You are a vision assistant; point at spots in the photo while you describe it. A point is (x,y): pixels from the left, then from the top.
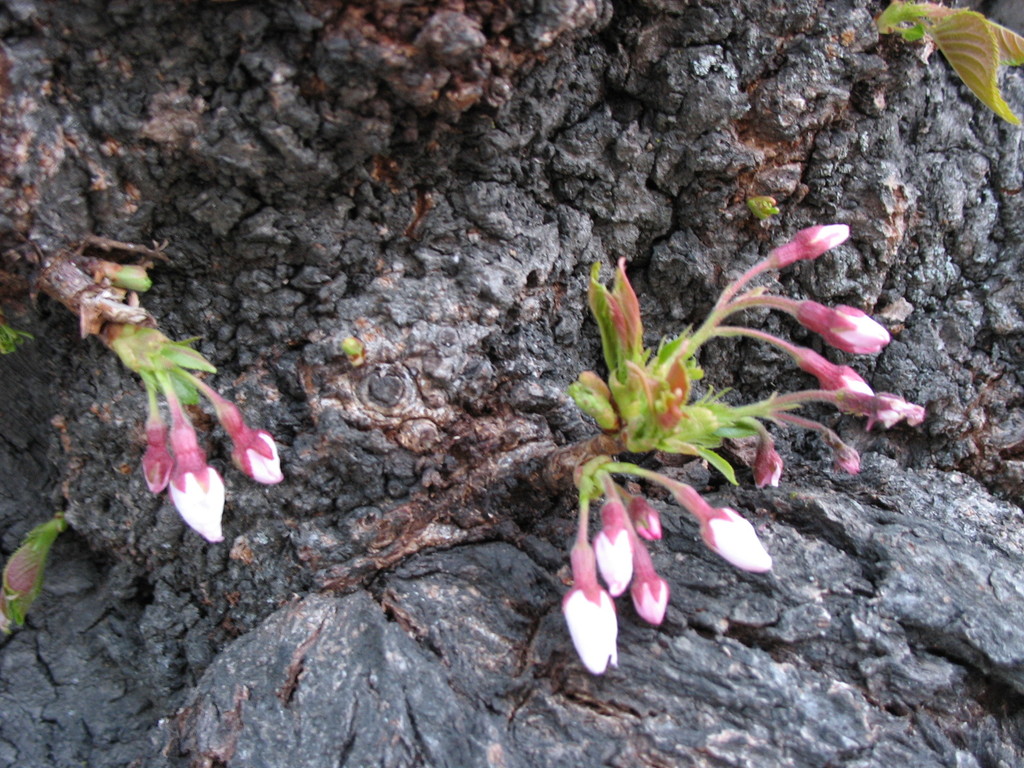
In this picture we can see buds (715,520) and green leaves (724,425).
